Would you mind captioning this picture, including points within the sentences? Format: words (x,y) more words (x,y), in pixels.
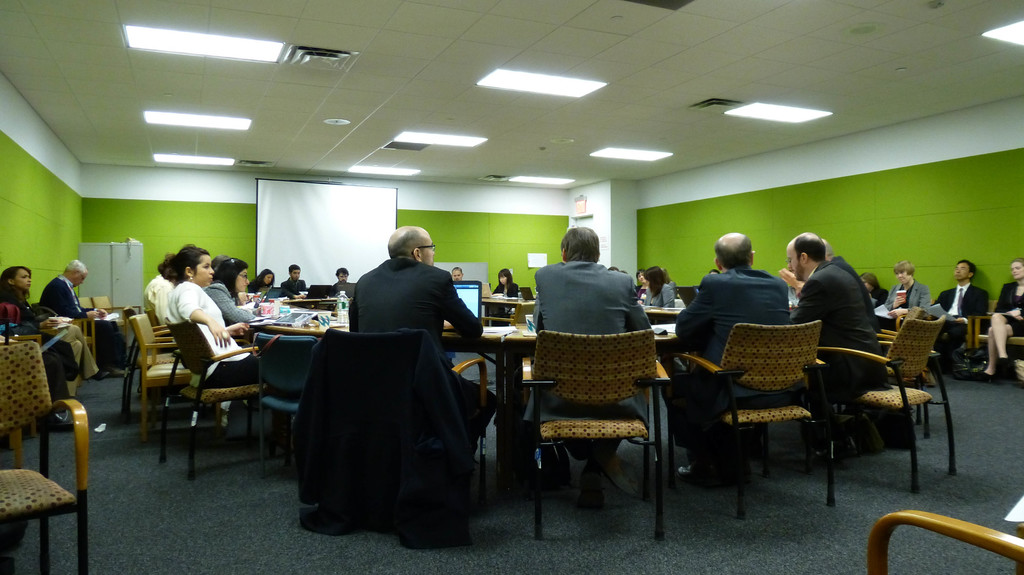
In this image, there are group of people (74,310) sitting on the chair (928,324) in front of the table (511,339) and having laptops (474,290). Roof top (514,11) is white in color on which lamp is fixed. In the middle of the image (349,194), there is a board (332,229) of white in color. And the walls (210,224) are green in color. This image is taken inside a conference hall (647,525).
